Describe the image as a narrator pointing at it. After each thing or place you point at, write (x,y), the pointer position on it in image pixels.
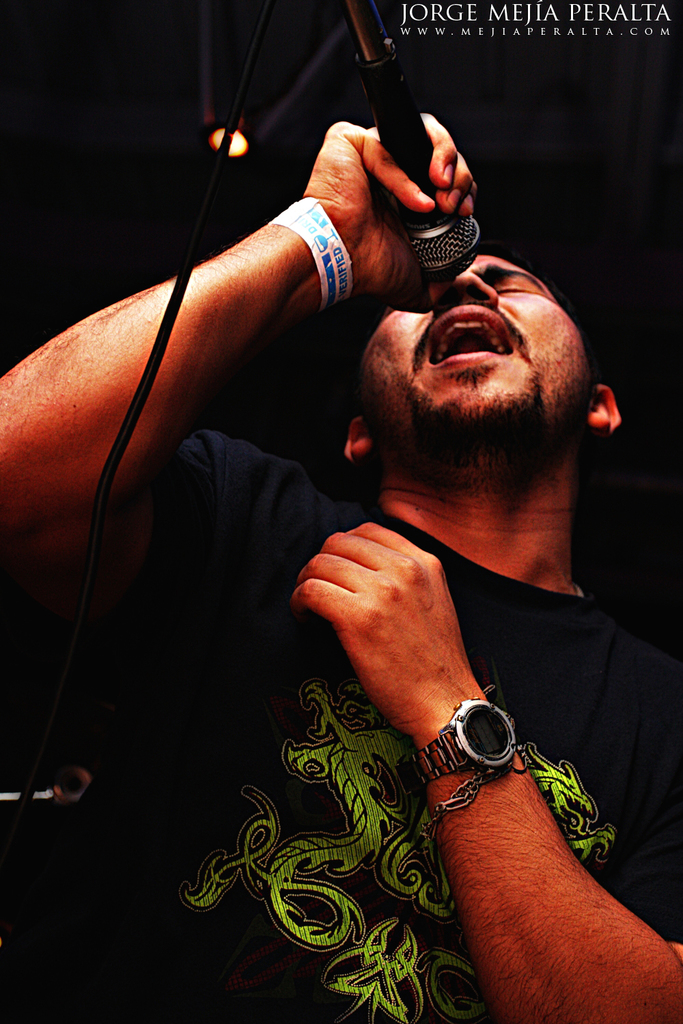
In this a image i can see a person (162,407), holding a mike (377,108) and wearing a watch (454,736) and right side (573,24) i can see a text (583,29) on the image.
